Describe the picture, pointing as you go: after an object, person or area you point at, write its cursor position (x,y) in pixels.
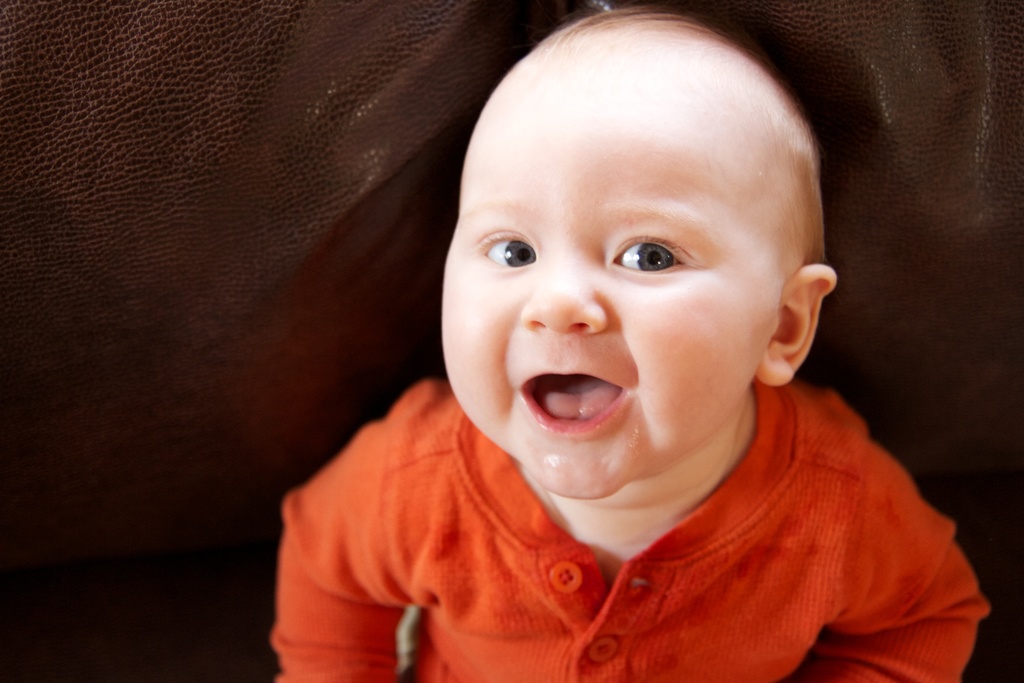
In this picture there is a boy (556,527) wearing red color t-shirt (650,556) smiling and giving the pose into the camera. Behind there is a brown color background (263,282).
